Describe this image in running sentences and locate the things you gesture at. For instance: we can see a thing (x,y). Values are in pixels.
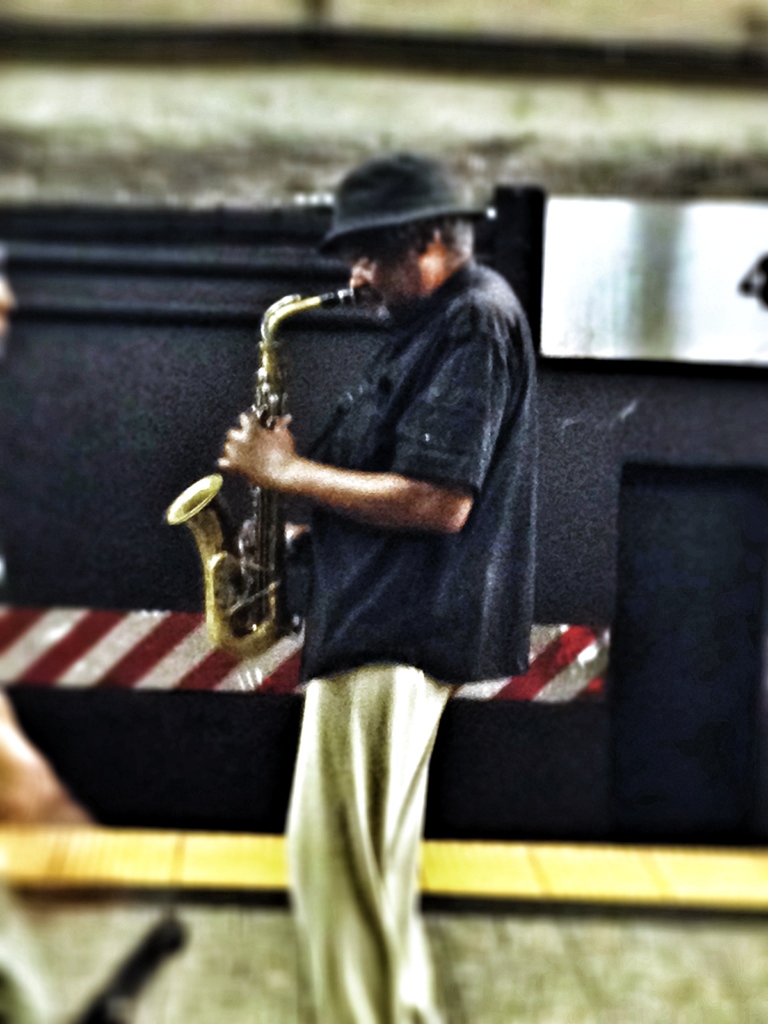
In this picture we can observe a person (430,571) wearing a black color shirt (405,411) and a hat (401,202) on his head (378,234). He is playing saxophone (255,494). In the background (234,494) there is a black color wall (132,513).
